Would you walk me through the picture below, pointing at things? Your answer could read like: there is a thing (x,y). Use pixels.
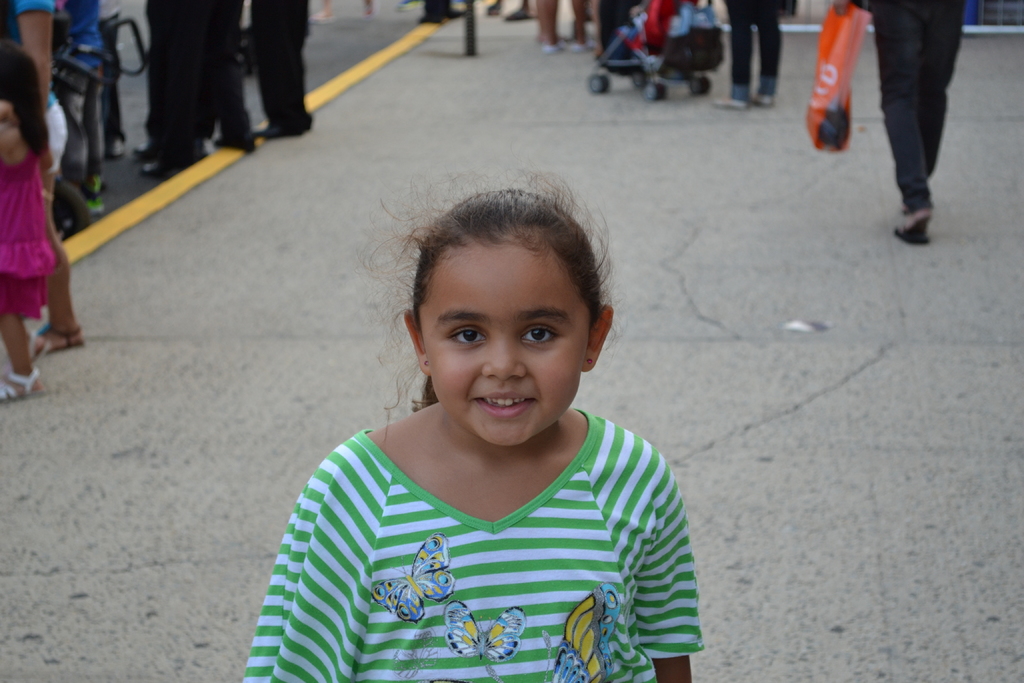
In the image we can see a girl (485,534) standing wearing clothes (468,545) and ear studs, and the girl (457,395) is smiling. This is a footpath (254,167) and yellow lines (219,160) on it. There are even many people (34,131) standing and some of them are walking, this is a plastic bag (818,77).
